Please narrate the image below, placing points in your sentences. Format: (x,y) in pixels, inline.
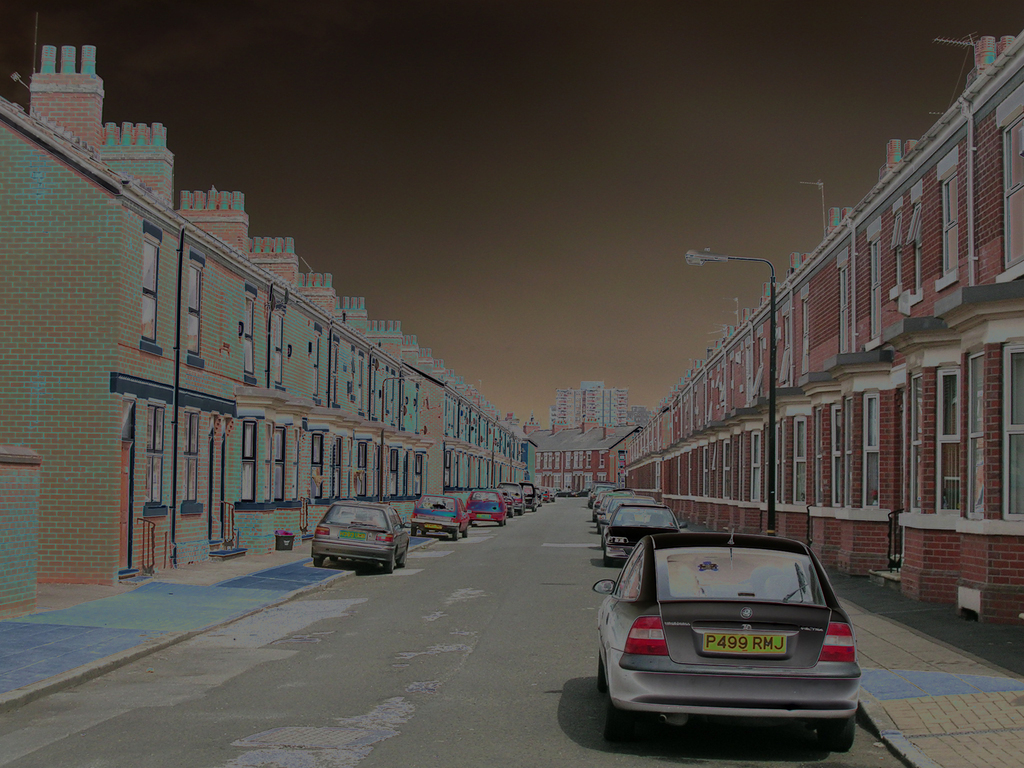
This is an edited image and here we can see buildings (808,449), light poles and there are vehicles (714,696) on the road (252,749). At the top (554,110), there is sky (554,110).
